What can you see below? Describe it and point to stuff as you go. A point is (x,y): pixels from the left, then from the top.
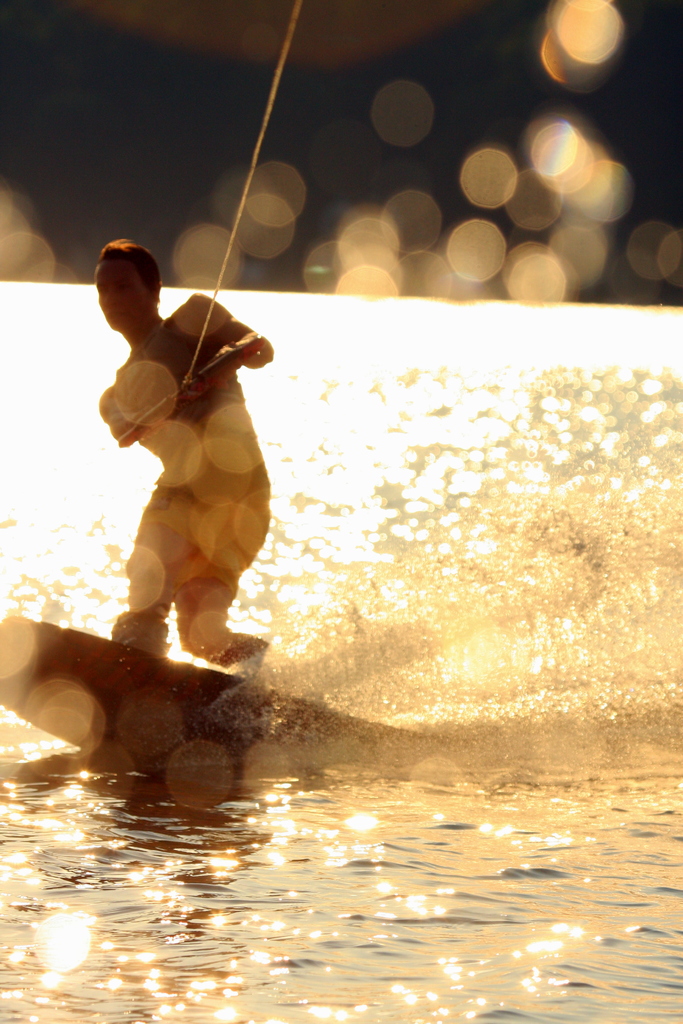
In this image, we can see a person (153,257) holding an object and standing on the surfing board (135,673). At the bottom (275,794), there is water (419,853) and at the top (412,223), there are lights (547,149).
